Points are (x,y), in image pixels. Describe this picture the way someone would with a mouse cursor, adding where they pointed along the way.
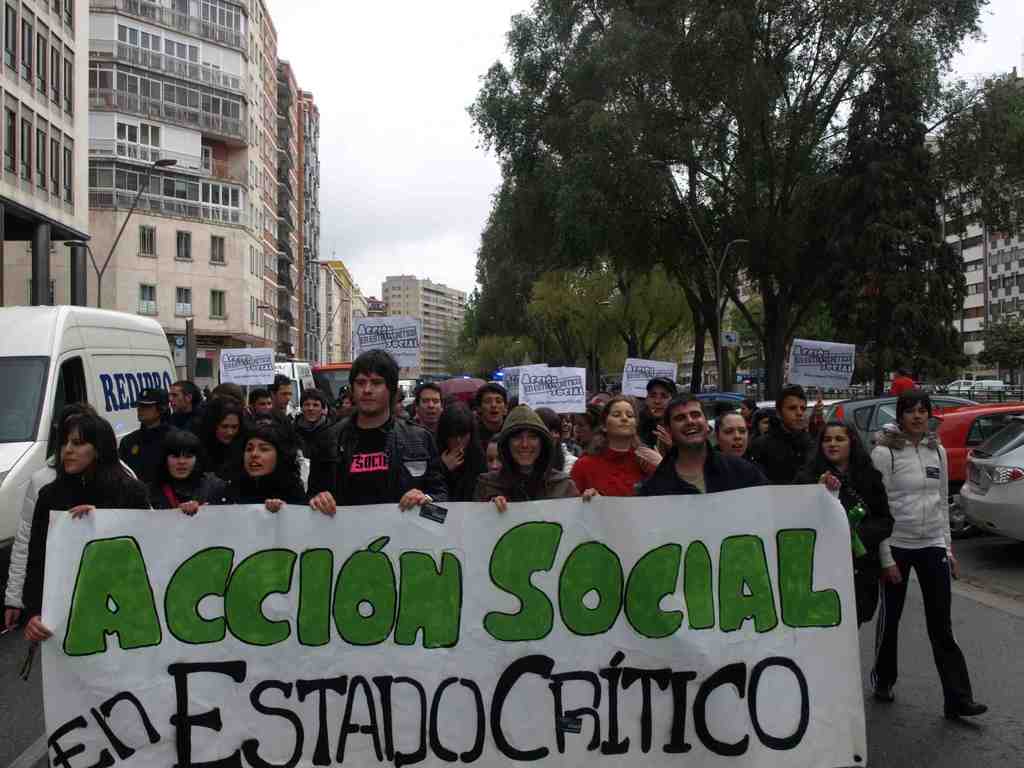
In the image we can see there are people (583,443) standing on the road (920,719) and they are holding banner (635,680) in their hand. Behind there are building (64,204) and trees (577,319). There are cars (1018,440) and vehicles (52,360) parked on the road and there is a cloudy sky (345,204).
